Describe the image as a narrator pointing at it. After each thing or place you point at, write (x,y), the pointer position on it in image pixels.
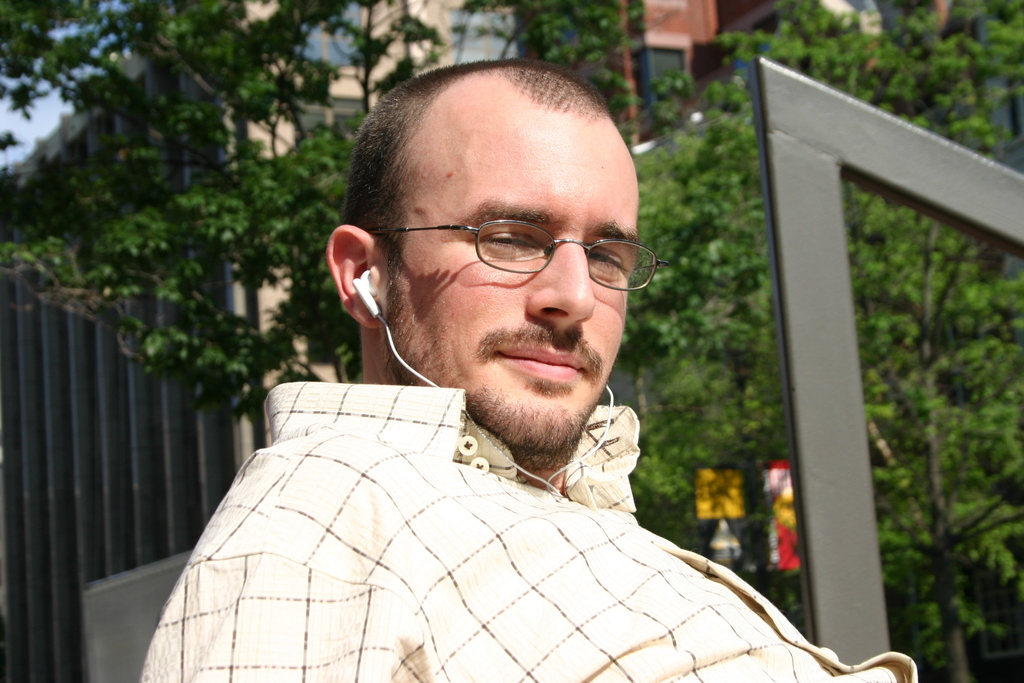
In this picture there is a man (254,458) in the center of the image (348,282) and there are buildings (470,18) and trees (771,56) in the background area of the image (738,63).
